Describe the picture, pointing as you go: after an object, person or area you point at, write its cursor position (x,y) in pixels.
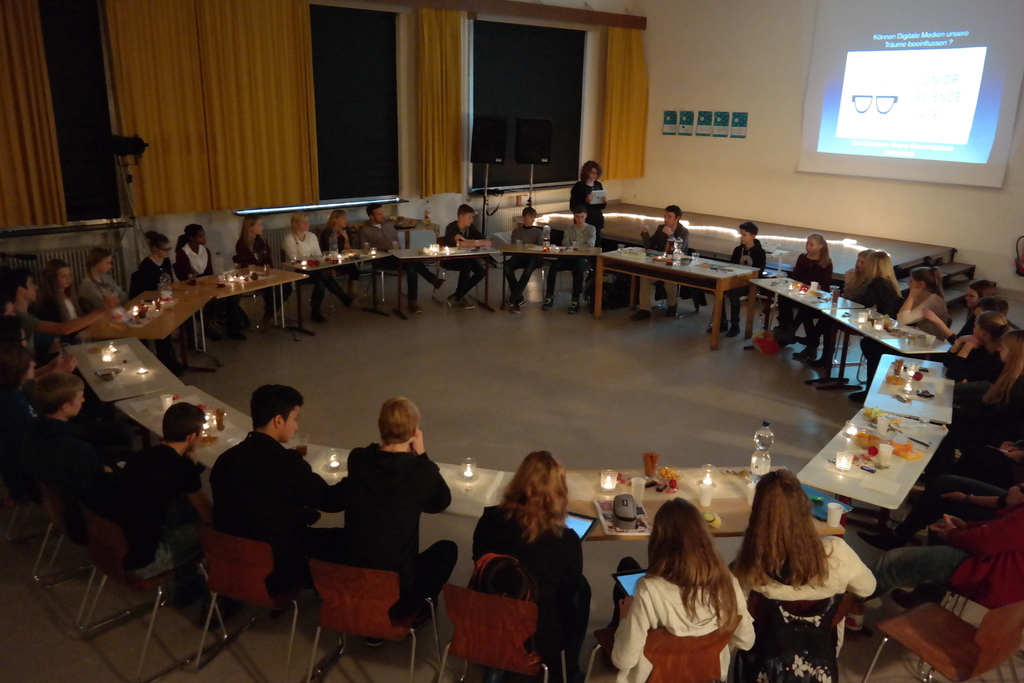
There are a group of people (651,577) in a room (745,441). They are sitting on a chair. There is a table (692,471). There is glass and bottle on a table (708,471). In the top middle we have a woman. She is standing and she is holding a paper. We can see in the background (857,101) there is a projector (857,114), curtain (642,168) and window (360,106).
